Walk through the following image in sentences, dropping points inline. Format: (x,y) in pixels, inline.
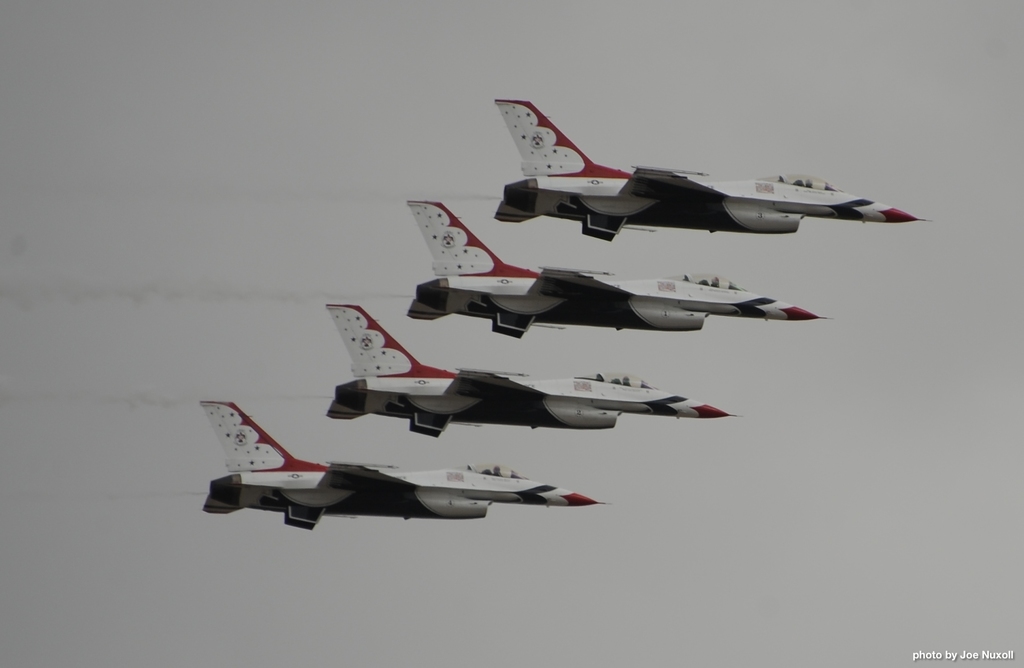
In this image, there are four jet planes (518,310) flying in the sky (389,235). At the bottom right corner of the image (975,655), I can see the watermark (962,659).
